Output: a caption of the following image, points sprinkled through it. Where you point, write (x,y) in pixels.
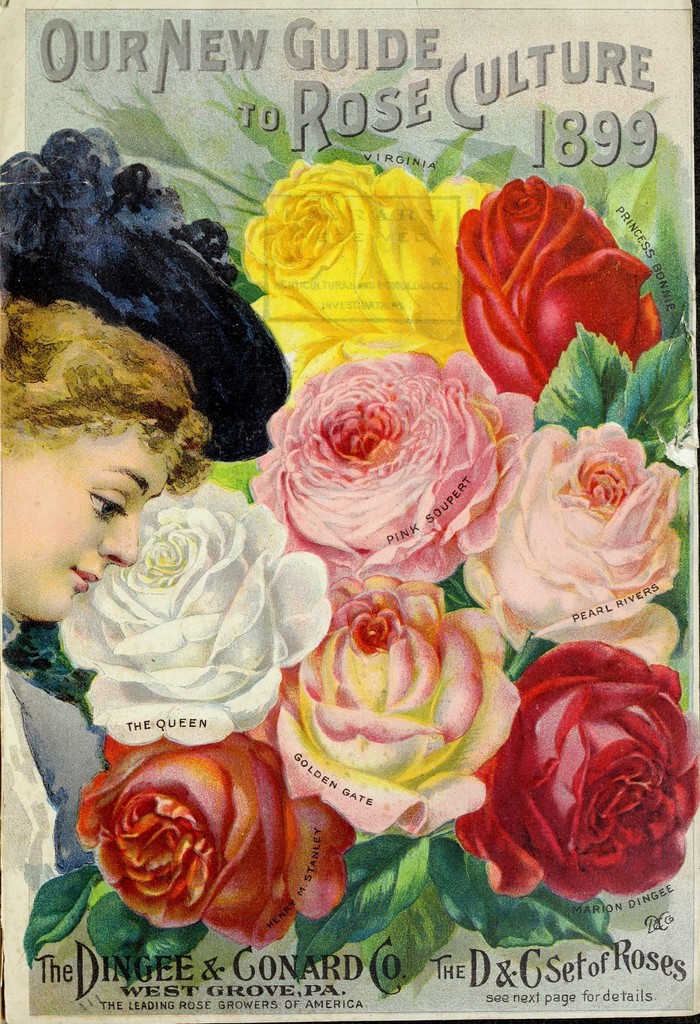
In this picture we can see a poster (258,964). On this poster (444,267) there are pictures (602,616) of flowers (488,842), leaves (681,610) and a woman (64,836). Something is written on the poster (274,940).
